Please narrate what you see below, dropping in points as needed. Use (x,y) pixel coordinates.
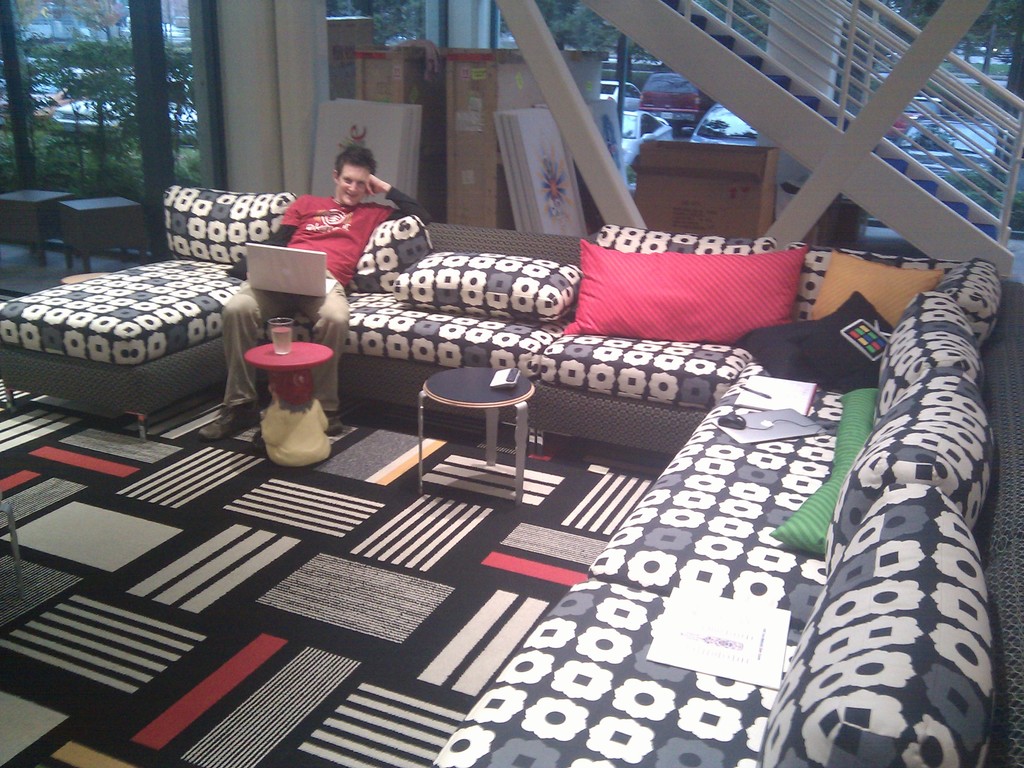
In this picture we can see a few pillows (530,300), laptops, other objects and a person (322,244) sitting on the couch (743,358). We can see some objects (284,352) on the tables (463,373). There are stools (67,222), cardboard boxes (382,52), stairs (953,212), staircase holders (798,34) and glass objects (179,158). Through these glass objects (120,129), we can see a few vehicles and trees (45,180) in the background (197,177).
